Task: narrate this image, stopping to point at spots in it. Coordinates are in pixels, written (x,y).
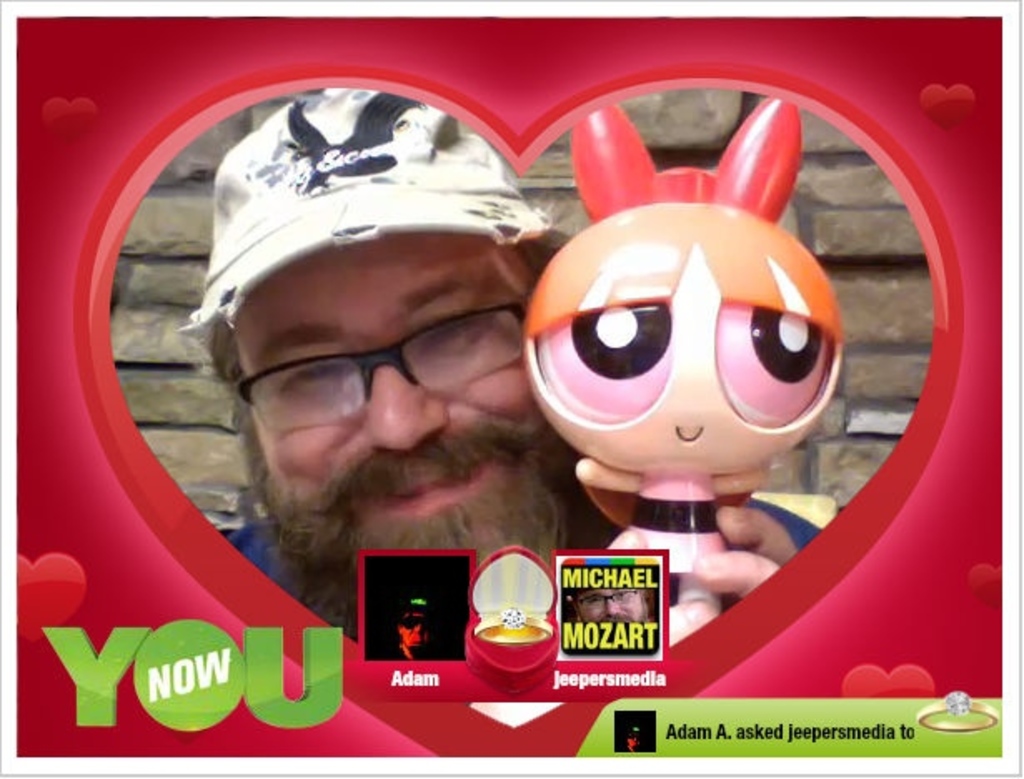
This picture is edited in heart shape. In the center (496,312) there is a man (313,154) who is wearing cap (313,154), spectacle (432,352) and shirt (290,561). He is holding a doll (789,324). On the bottom right corner (969,730) there is a ring (980,702).
